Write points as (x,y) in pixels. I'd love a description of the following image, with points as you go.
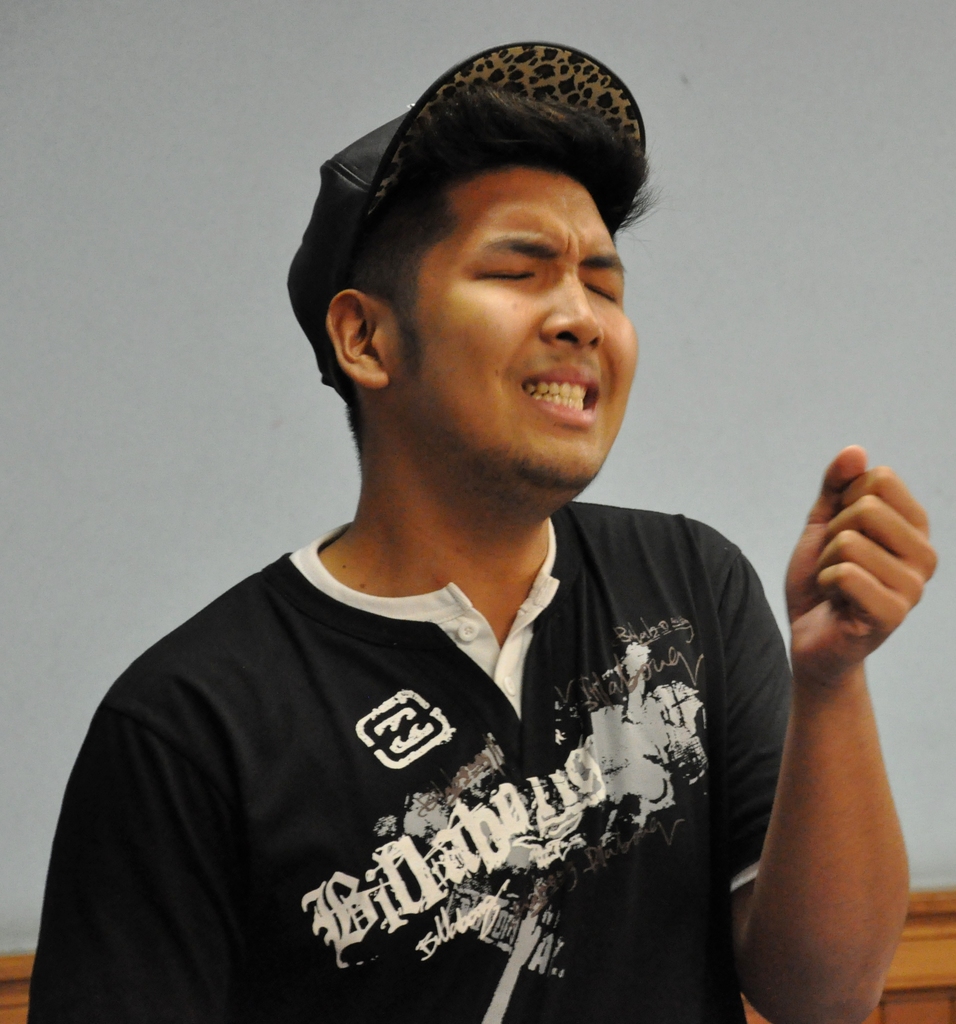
In this picture we can see a man (363,971) wore a cap (521,74). In the background (935,939) we can see a wooden object (939,970) and the wall (264,352).
